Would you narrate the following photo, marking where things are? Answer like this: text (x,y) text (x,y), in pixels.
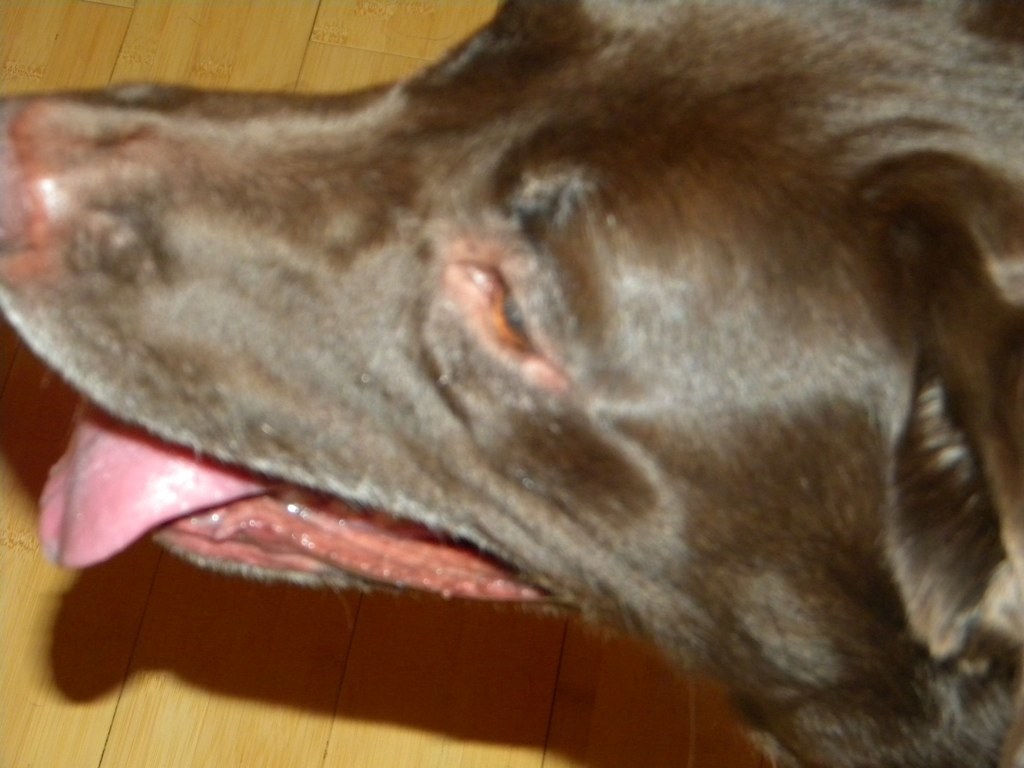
In this image we can see a dog (379,269) and in the background (329,29), we can see the floor (333,2).
